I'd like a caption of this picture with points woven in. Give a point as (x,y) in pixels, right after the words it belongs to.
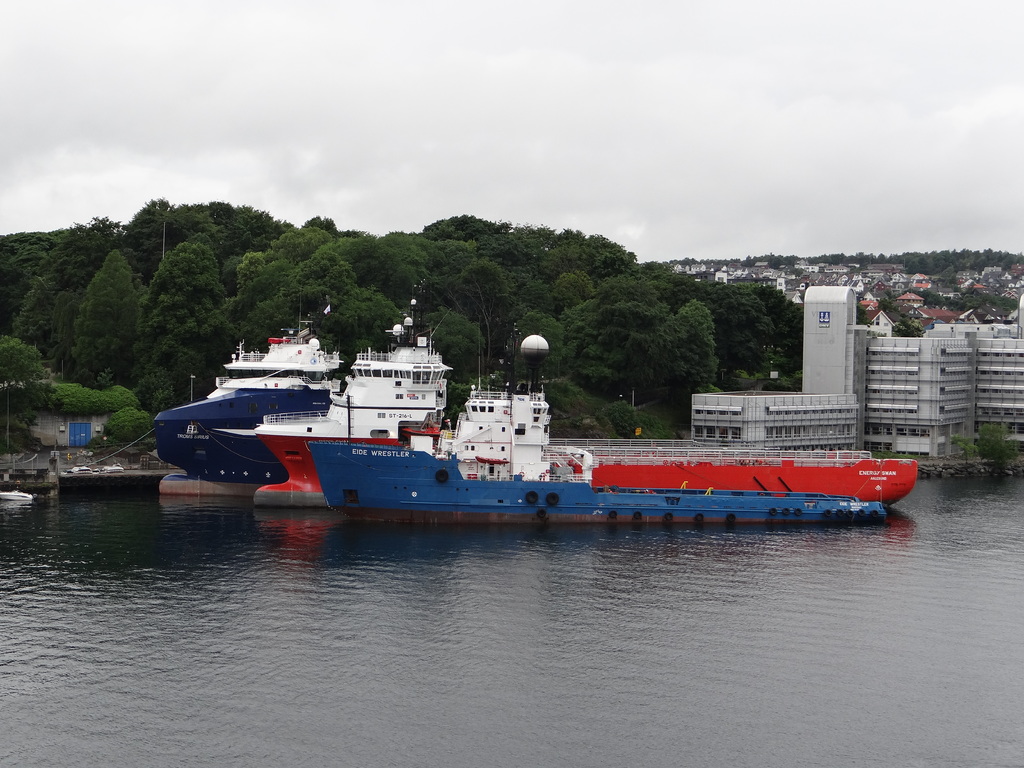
In this image we can see a water body (661,591), on it ships (432,439) are there. Behind it buildings (905,358) and trees (329,269) are present. The sky (469,132) is full cloudy.
